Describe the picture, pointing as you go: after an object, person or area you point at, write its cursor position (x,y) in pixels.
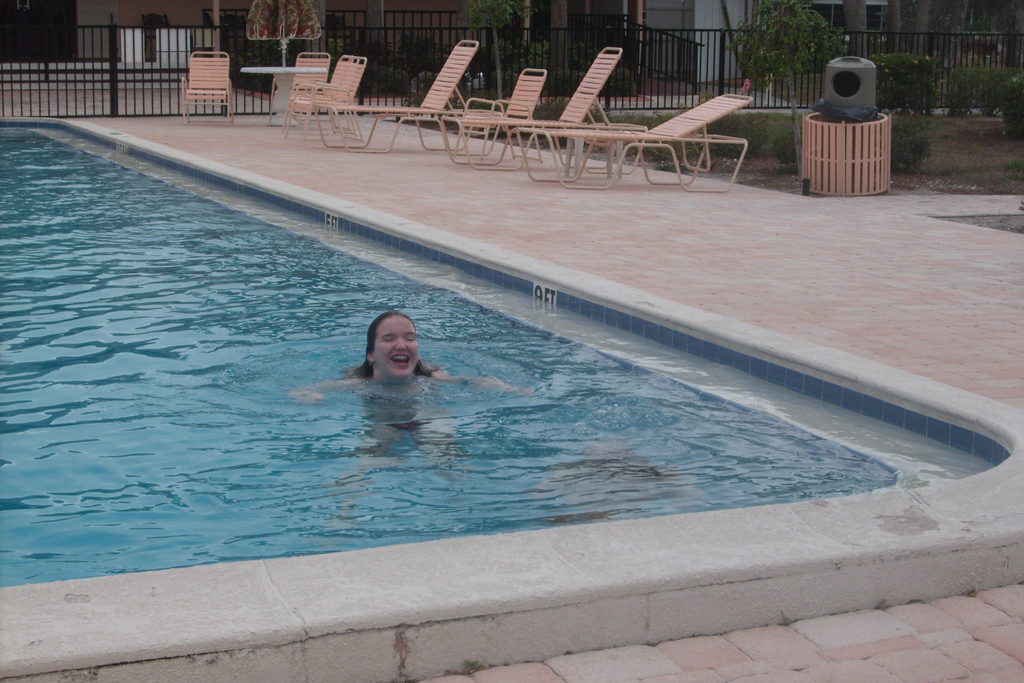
In the center of the image (372,452) we can see a lady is present in a pool (307,311). In the background of the image (261,63) we can see the chairs (509,109), grilles (429,84), table (310,68), umbrella (303,11), plants (406,72), grass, floor (825,267), wall (100,68).
